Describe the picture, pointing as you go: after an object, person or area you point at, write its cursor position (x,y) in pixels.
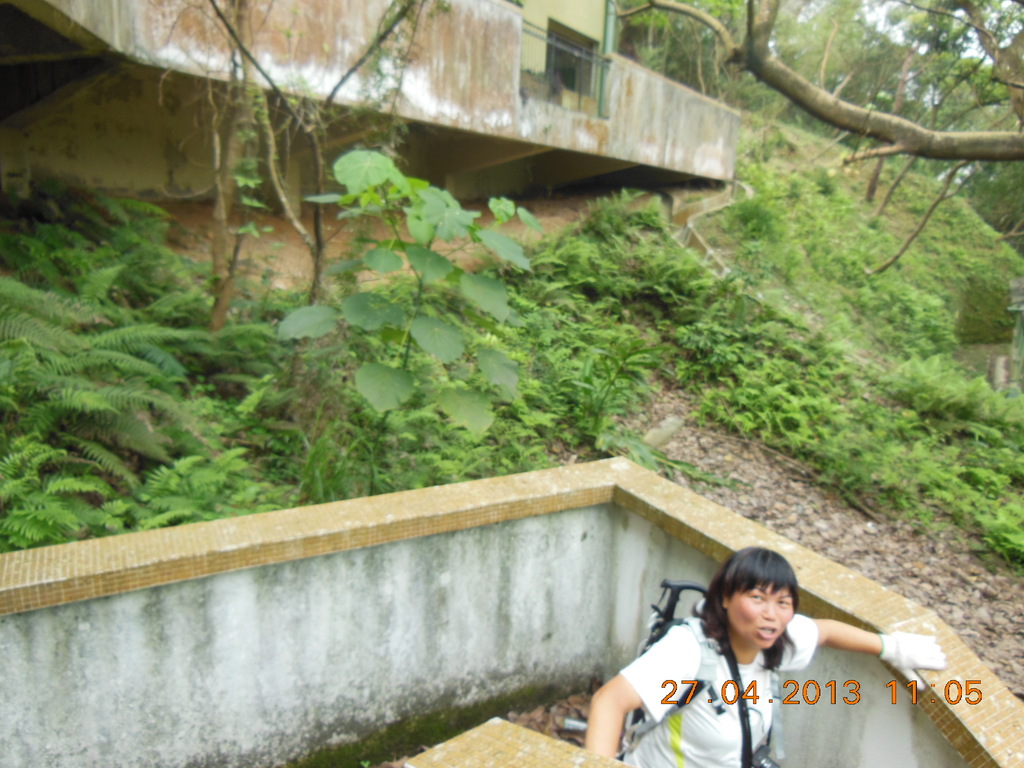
At the bottom of the image (707,691) there is a lady (706,679) with white t-shirt (724,680) and bag (716,669) at the back of her. Behind her there is a small wall (156,557). There are small plants (624,381) and trees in the background (582,370). And also there is a building (497,33) with wall (509,110). On the right side of the image (768,99) there are trees (810,111).
